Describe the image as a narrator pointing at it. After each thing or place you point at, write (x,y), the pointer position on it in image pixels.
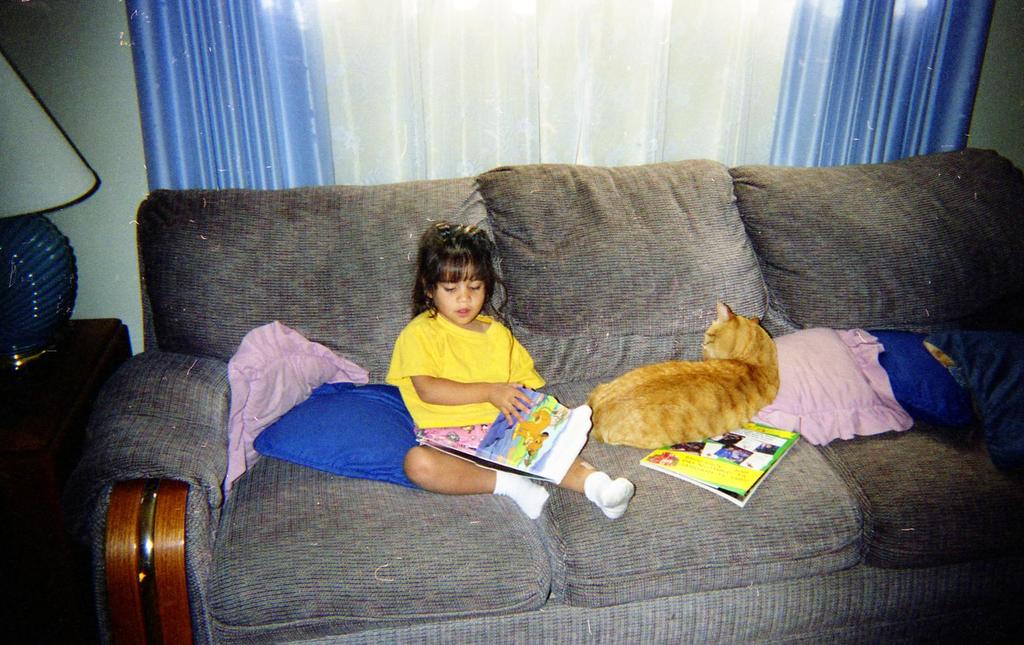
In this picture we can see a couch (494,245) one girl (488,309) is sat on the couch (548,284) and holding a book (516,454) beside the girl (488,339) one cat (661,400) is there and one book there are some pillows (319,419) left side of the frame we can see the lamp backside there is a cloth (530,97) which is covered to the window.
